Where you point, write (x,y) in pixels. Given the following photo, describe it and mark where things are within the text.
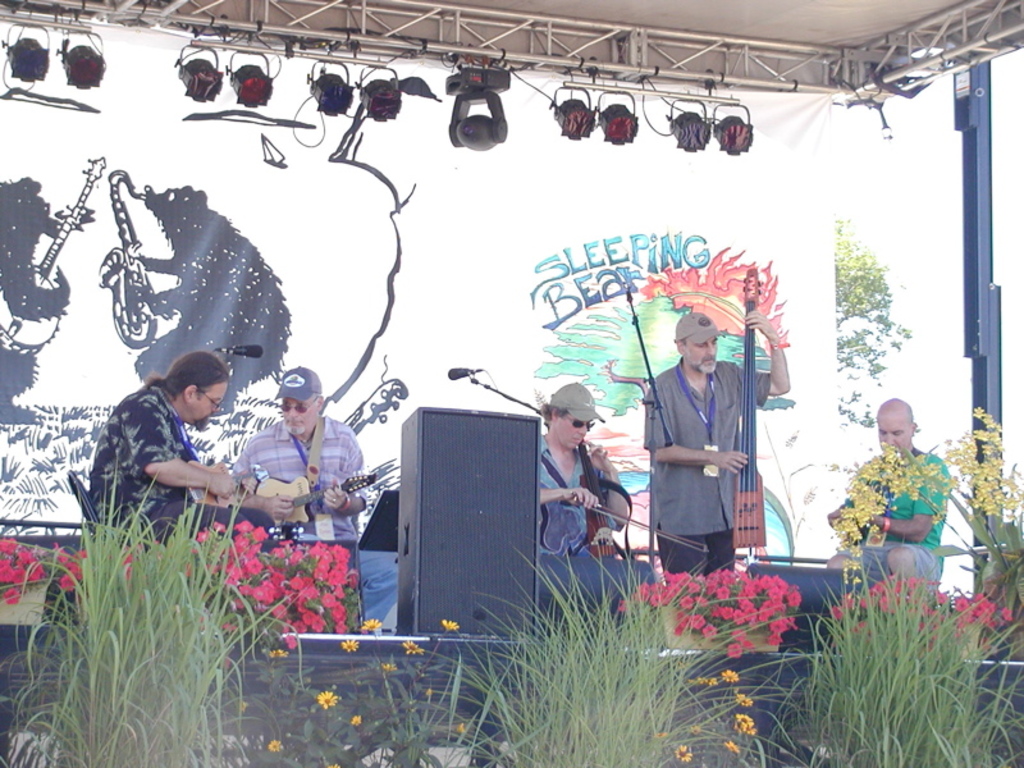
In this picture we can see some persons (920,521) are sitting on the chairs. They are playing guitar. Here we can see a man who is standing on the floor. This is mike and these are the plants (661,618) and there are some flowers (315,598). On the background (425,293) there is a banner (709,299). And there is a tree (866,316). These are the lights (466,124).
